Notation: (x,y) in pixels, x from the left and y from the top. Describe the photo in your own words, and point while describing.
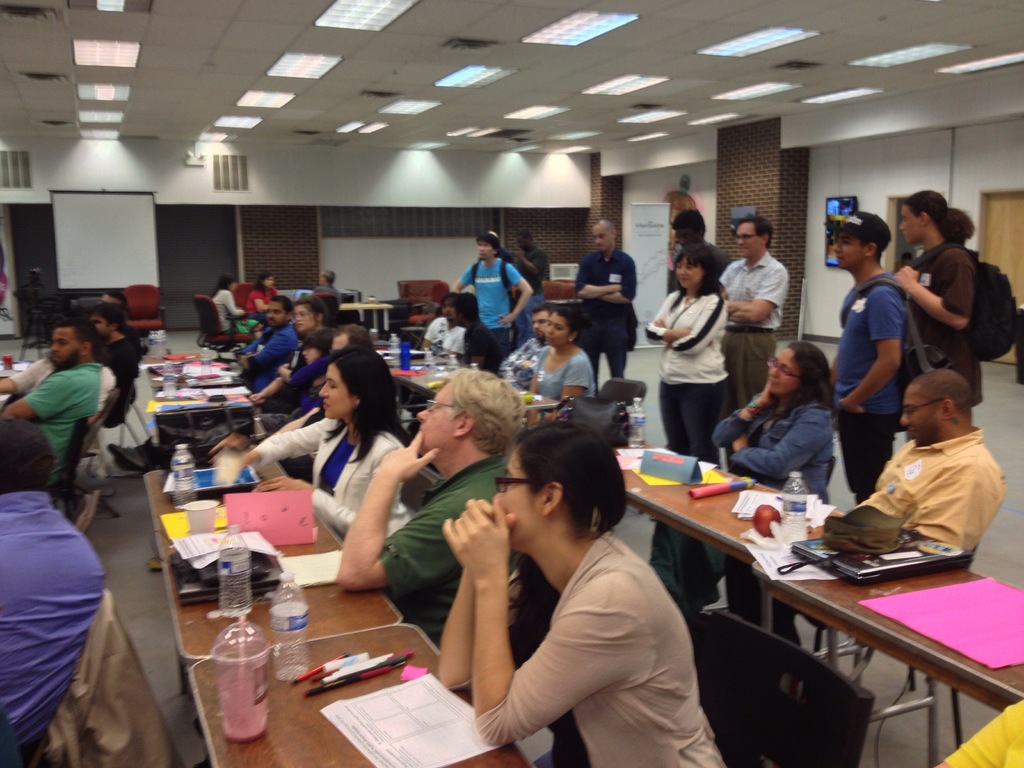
This image is clicked in a room (1008,564). There are so many tables (728,516) and chairs (829,686), people (595,616) are sitting on the chair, some people (689,374) are standing on the right side (723,265) and the lights (280,102) are on the top (658,85). There is door (990,245) on the right side (1023,208). There is white board (111,251) on the left side (105,254). There are water bottles (292,657), pens (302,679), papers (422,724), books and laptops (811,553), fruits (766,534) on that tables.
